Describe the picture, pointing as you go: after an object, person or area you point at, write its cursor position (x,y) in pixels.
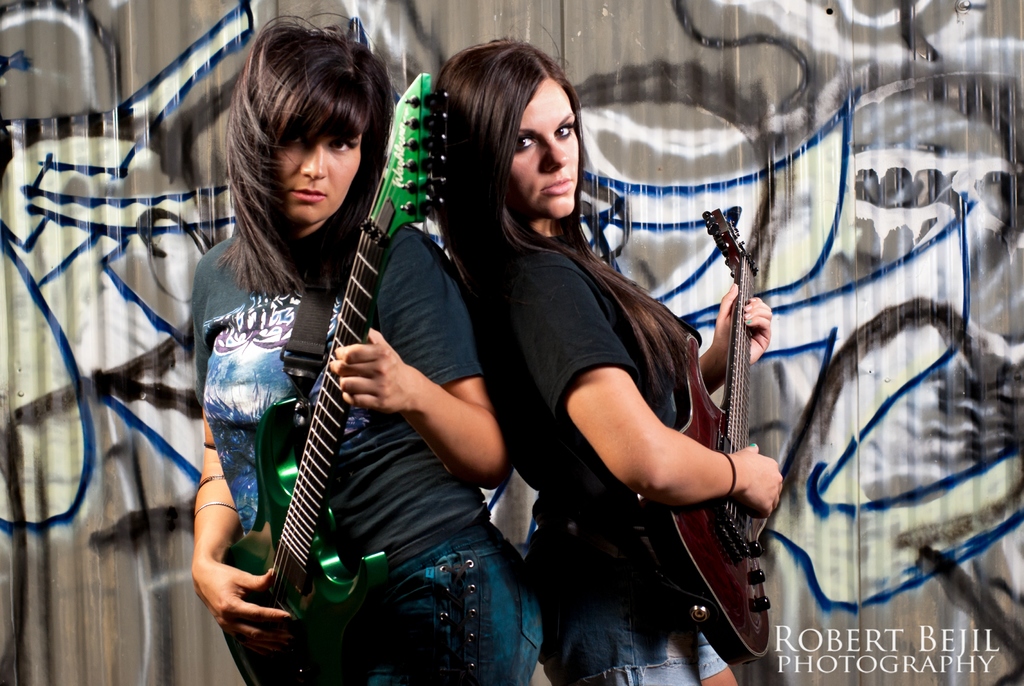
this is the picture of a two women (438,426) holding a guitar (726,513) and standing. Behind the women's (495,364) there's a wall (893,343) and the wall (161,346) is painted.
